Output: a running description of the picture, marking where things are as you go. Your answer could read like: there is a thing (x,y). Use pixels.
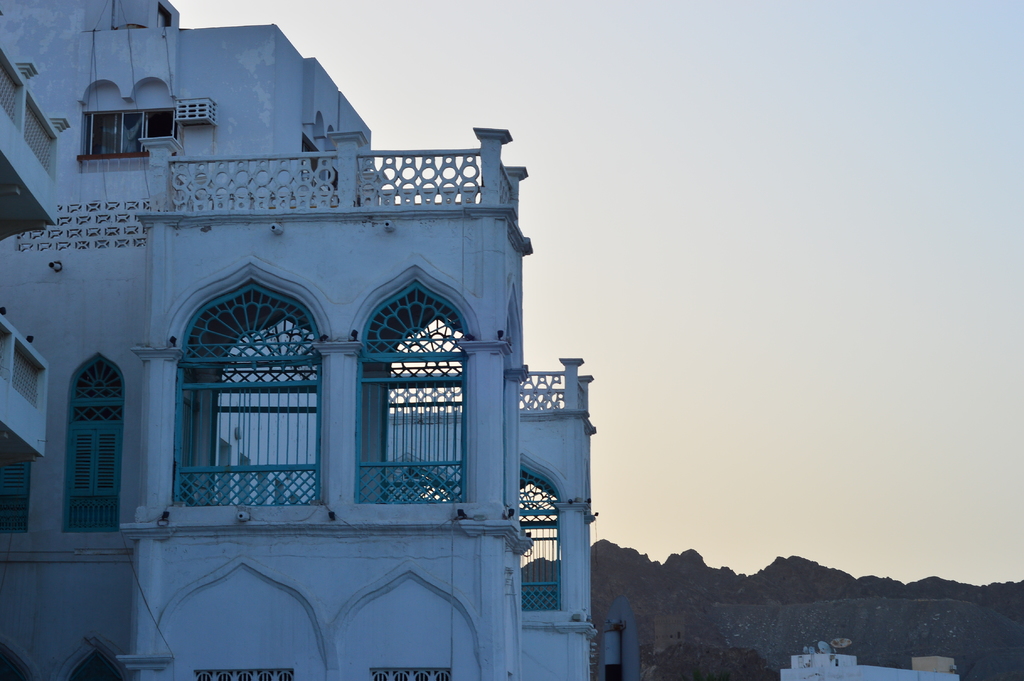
In the image there is a building (243,497) in the foreground (266,530) and behind the building (250,539) there are mountains (749,595).
